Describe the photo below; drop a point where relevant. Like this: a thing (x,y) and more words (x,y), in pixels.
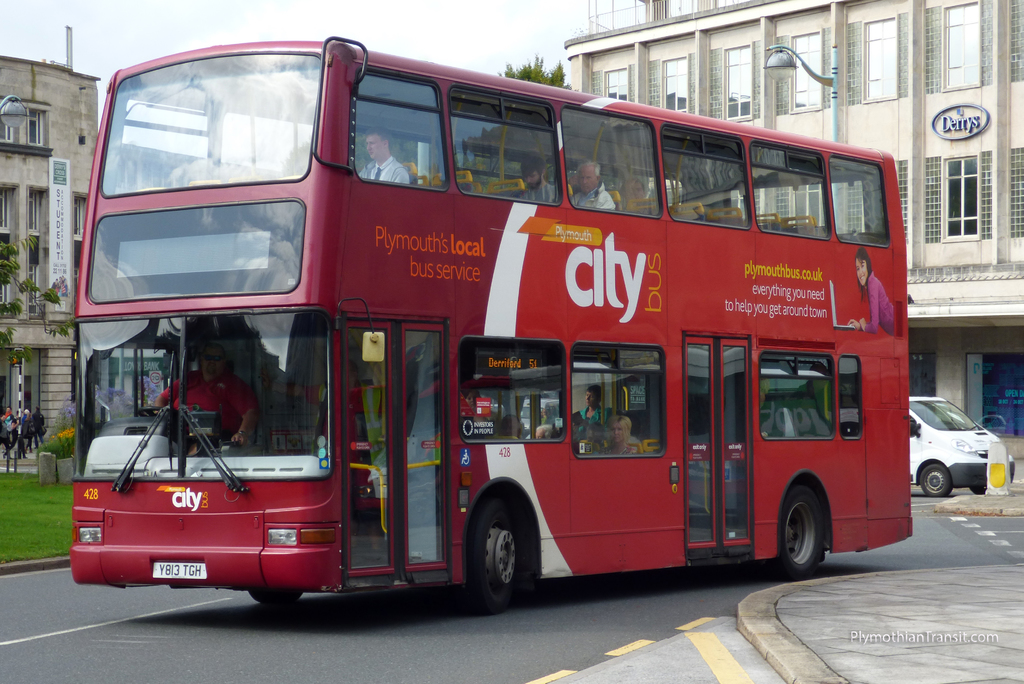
In this image I can see the vehicles (596,563) on the road (445,620). To the left (38,534) I can see the grass (20,515), group of people (13,439) and the pole (18,439). In the background (964,63) I can see the buildings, trees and the sky (206,31).
